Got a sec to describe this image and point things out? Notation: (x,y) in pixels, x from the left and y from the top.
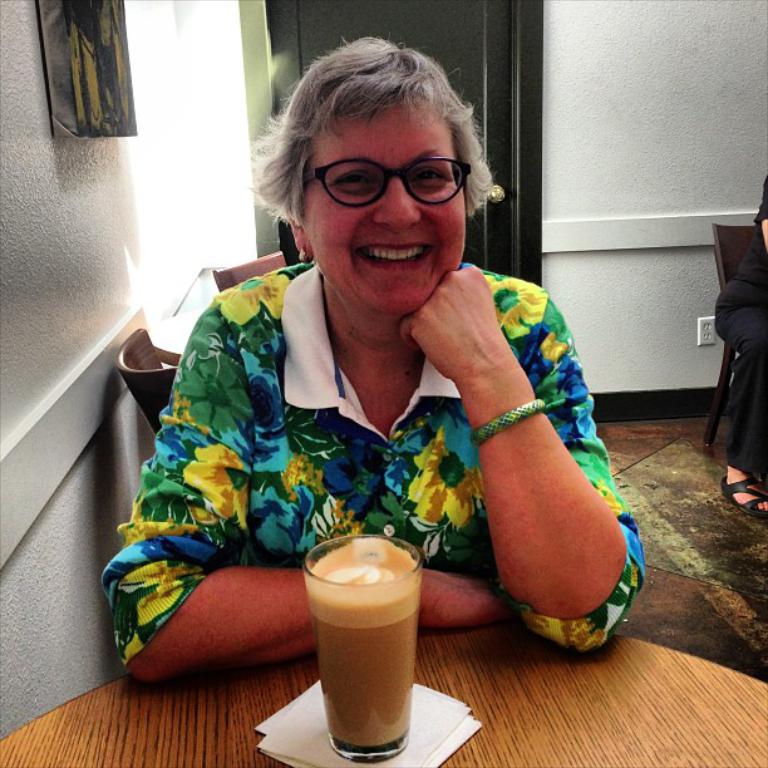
In the image there is a woman (337,386) in floral dress (324,466) sitting in front of table (494,666) with coffee cup (365,627) on it, this seems to be clicked in a restaurant (606,419), in the back (468,43) there is a door (308,21), on right side (760,275) there is another person (737,329) sitting on chair (730,274).
